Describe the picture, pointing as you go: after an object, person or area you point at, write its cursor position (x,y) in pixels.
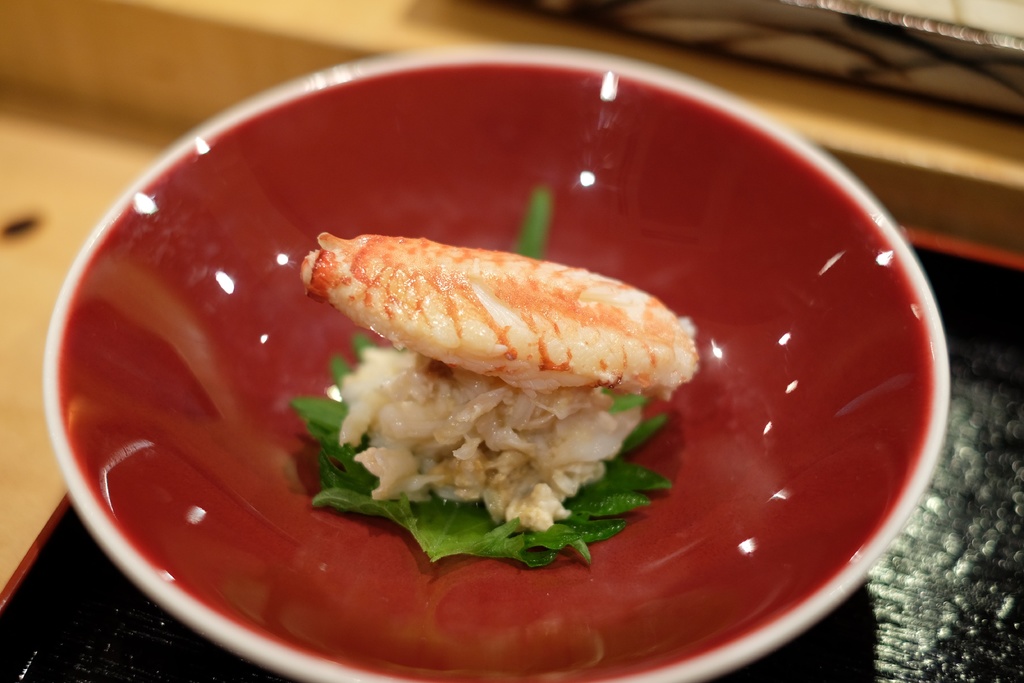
In this image I can see food items (481,390) in a bowl (213,529) or on a plate (686,482), which is placed on an object (182,667). And the background (82,31) is blurry.
